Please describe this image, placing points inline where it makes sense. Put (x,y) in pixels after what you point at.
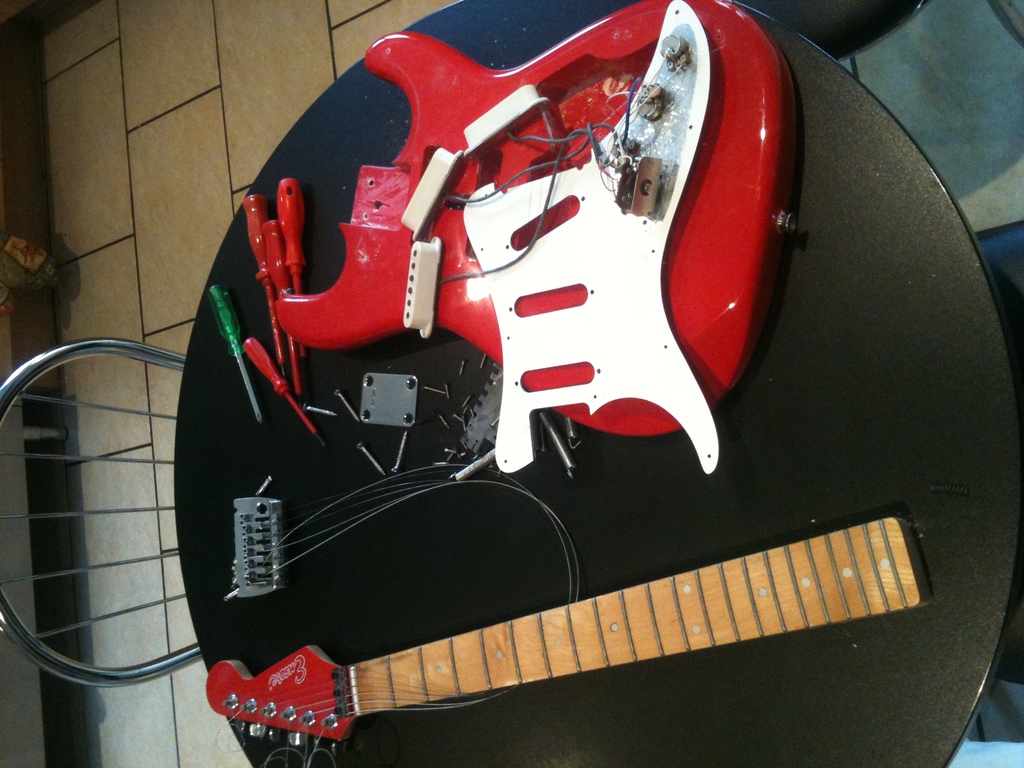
In this image we can see a table (787,326), on that there are parts of a guitar (612,416), there are screwdrivers (296,365), screws (314,408), also we can see a chair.
